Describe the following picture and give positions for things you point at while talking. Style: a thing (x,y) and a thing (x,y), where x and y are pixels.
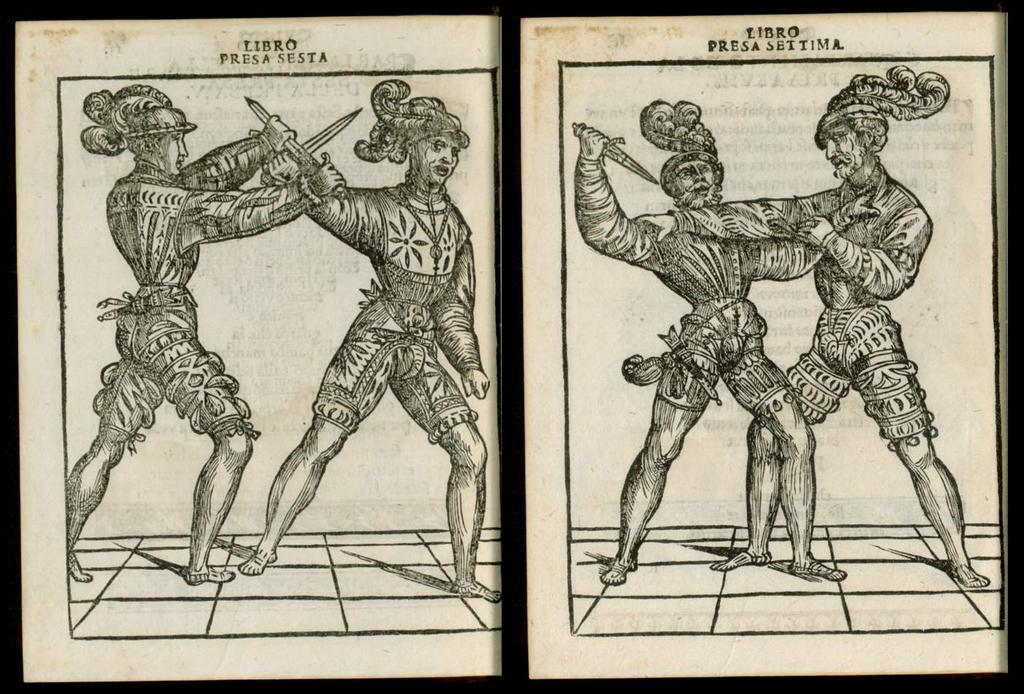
In this image I see a sketch (64,87), in which there are 4 persons (635,263) and 3 of them (373,96) are holding knives (624,150).
